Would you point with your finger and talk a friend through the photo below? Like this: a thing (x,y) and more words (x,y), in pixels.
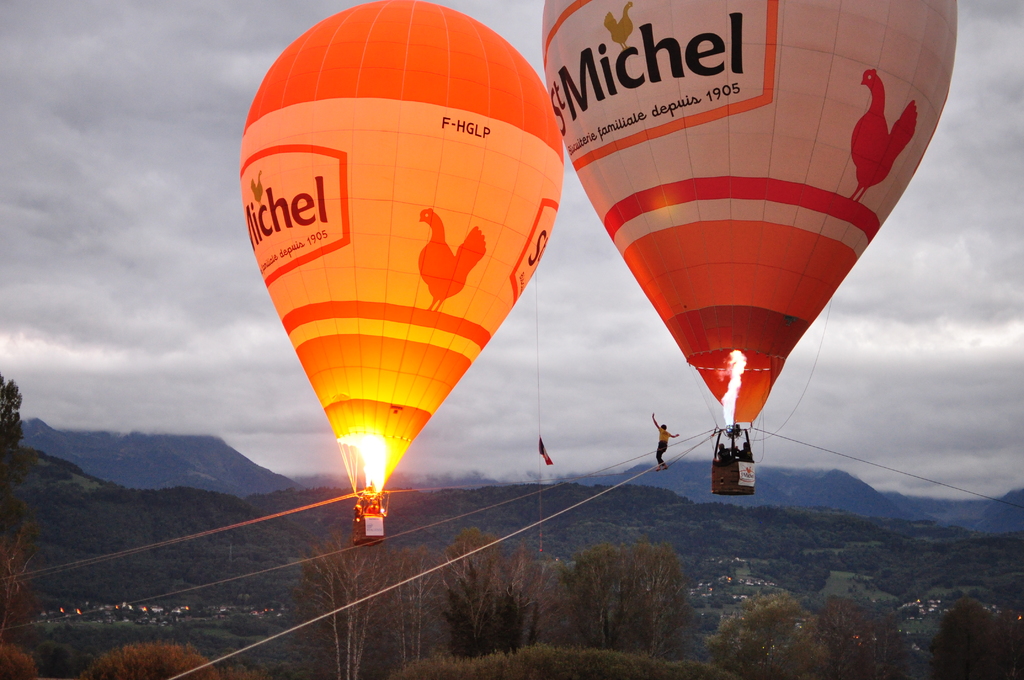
This image consist of hot air balloons (730,182) in which we can see the fire (370,475). And there are few persons (378,504) in this image. At the bottom (747,619), there are trees (644,540). In the background (224,564), there are mountains (150,456). At the top (159,143), there are clouds (145,310) in the sky (82,310).
